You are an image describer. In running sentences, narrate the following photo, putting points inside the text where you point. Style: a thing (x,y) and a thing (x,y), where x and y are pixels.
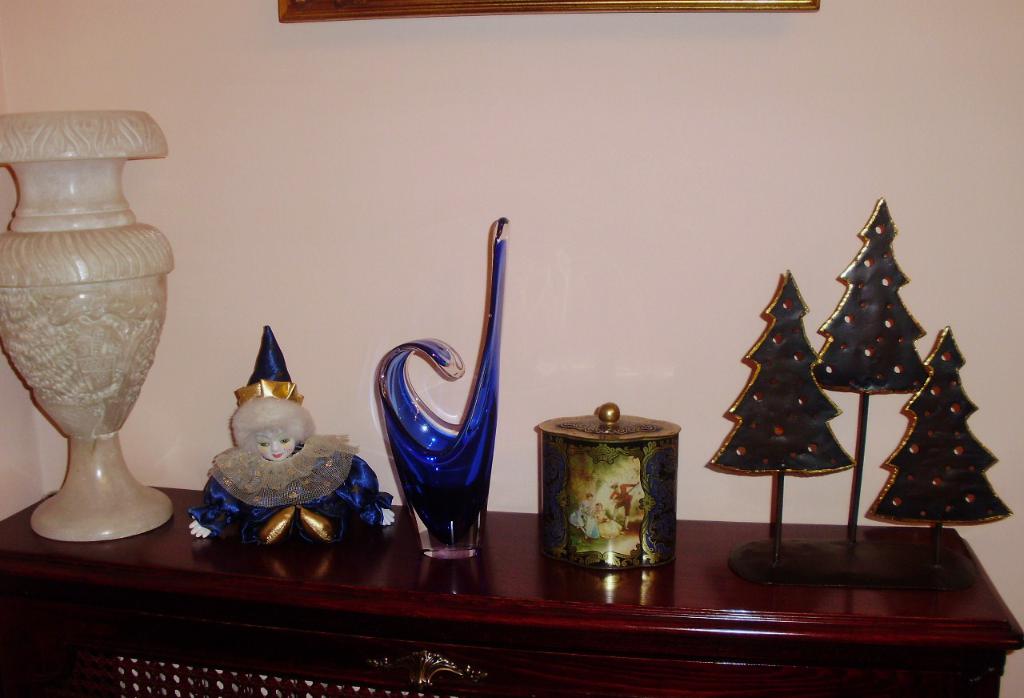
This picture is clicked inside the room (491,574). Here, we see a brown table (469,586) on which vase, jar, doll (347,481) and metal trees (765,374) are placed. Behind that, we see a white wall (574,132) on which photo frame (699,6) is placed.
